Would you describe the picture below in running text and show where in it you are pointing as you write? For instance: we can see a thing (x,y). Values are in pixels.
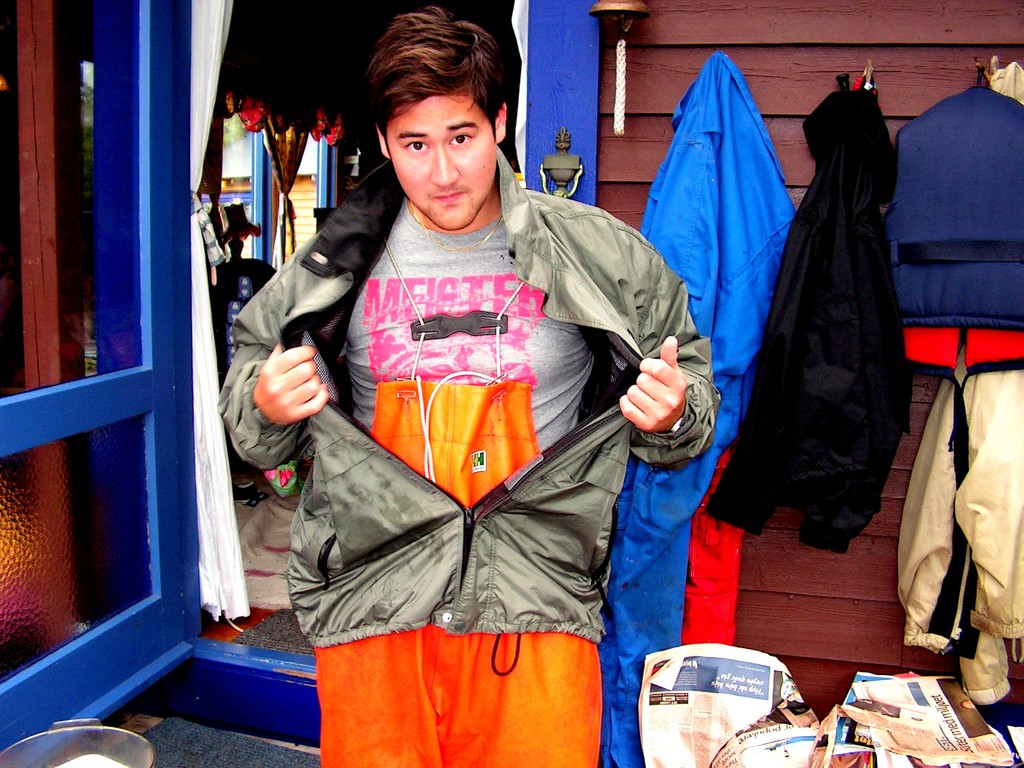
In this image, in the middle (496,296) there is a jacket (567,477), t shirt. In the background (836,299) there are jackets (805,268), newspapers (757,730), house (94,189), curtains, door (156,282), windows (327,199), bell (610,5), wall (754,88).
